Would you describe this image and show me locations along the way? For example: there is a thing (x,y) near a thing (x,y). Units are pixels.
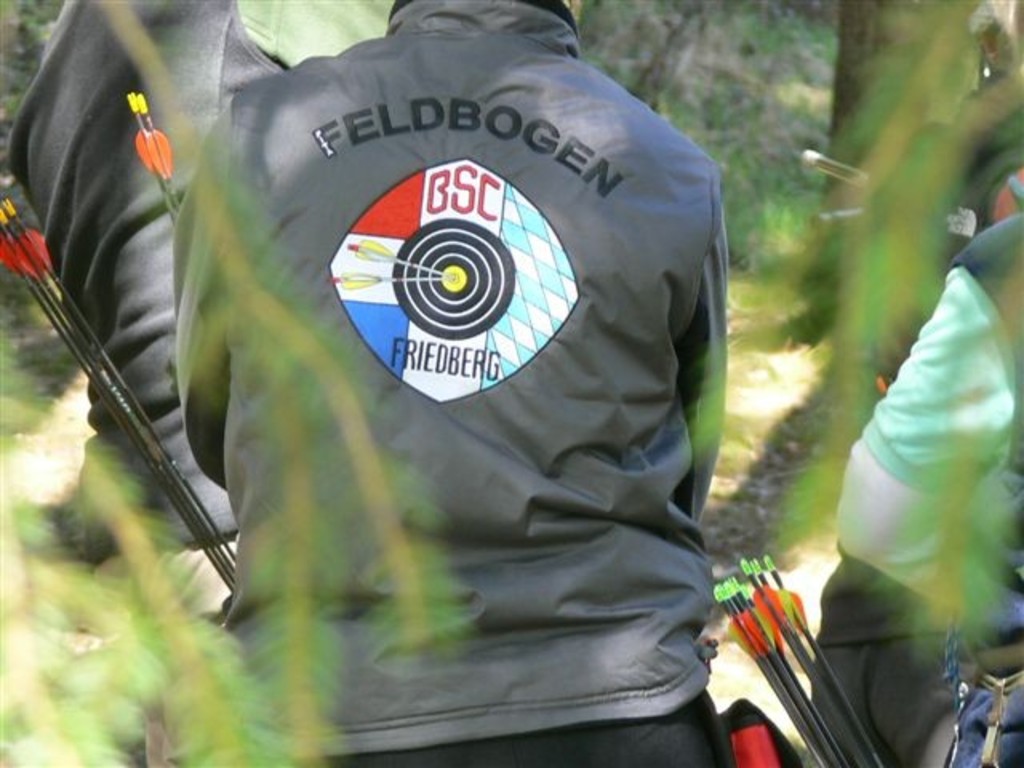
In the picture we can see three people (604,335) standing and turning back side and they are in jacket (635,483) and holding arrows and in front of them we can see some trees (902,8) and plants (813,3).
